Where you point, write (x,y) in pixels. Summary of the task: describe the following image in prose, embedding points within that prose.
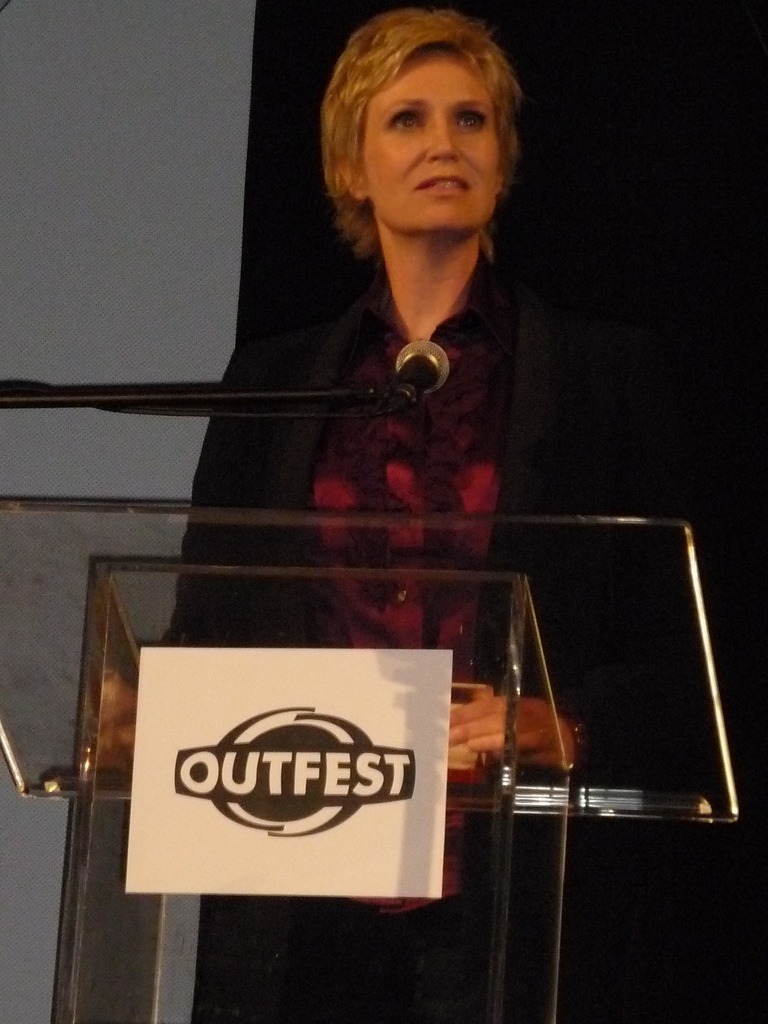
In this image in the center (369,477) there is one woman (393,221) standing, and in front of her there is one podium (312,552) and mike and also there is one board (233,769). On the board (239,777) there is text (363,791), in the background (659,61) it looks like a wall (124,166).
